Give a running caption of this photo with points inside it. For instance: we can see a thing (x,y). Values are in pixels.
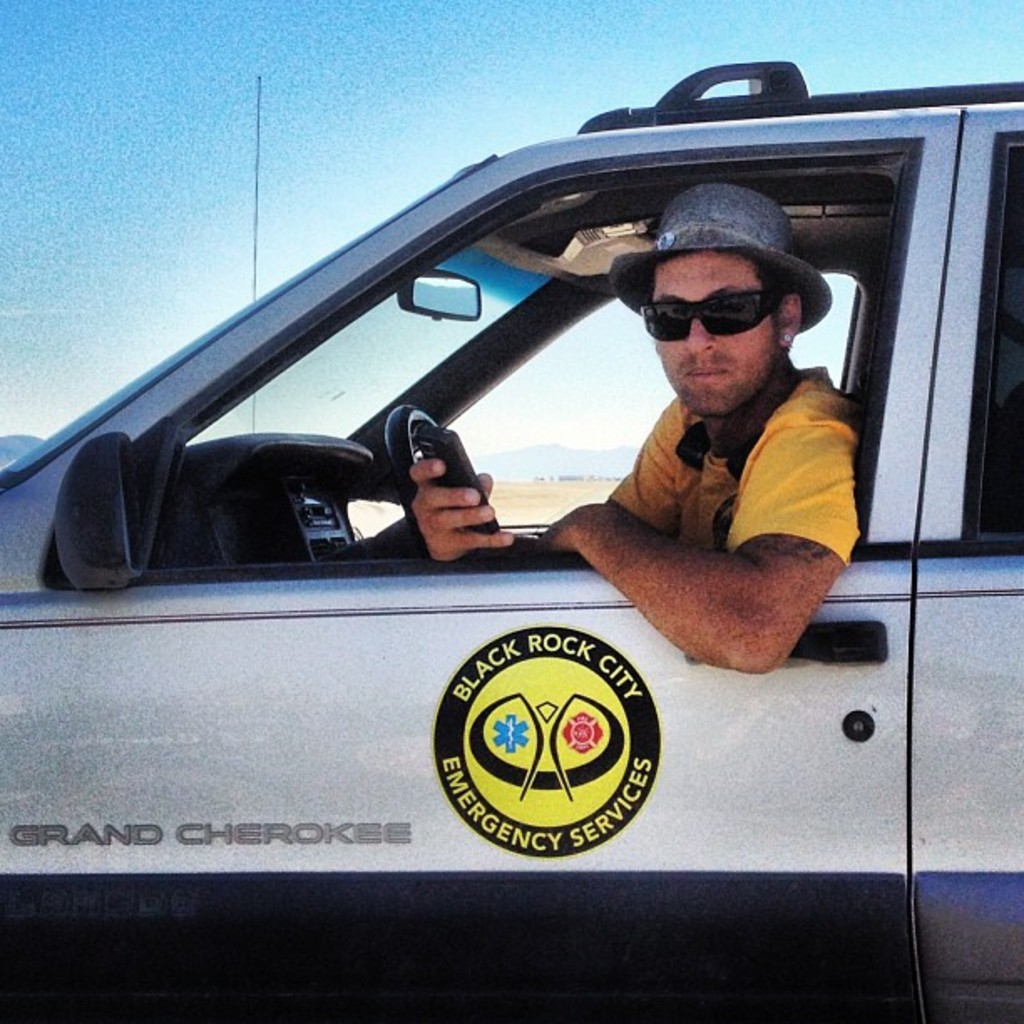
He is sitting on a car (612,607). He's holding a mobile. He's wearing a cap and spectacle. We can see in background (574,382) sky (567,382) and mountain (579,454).
